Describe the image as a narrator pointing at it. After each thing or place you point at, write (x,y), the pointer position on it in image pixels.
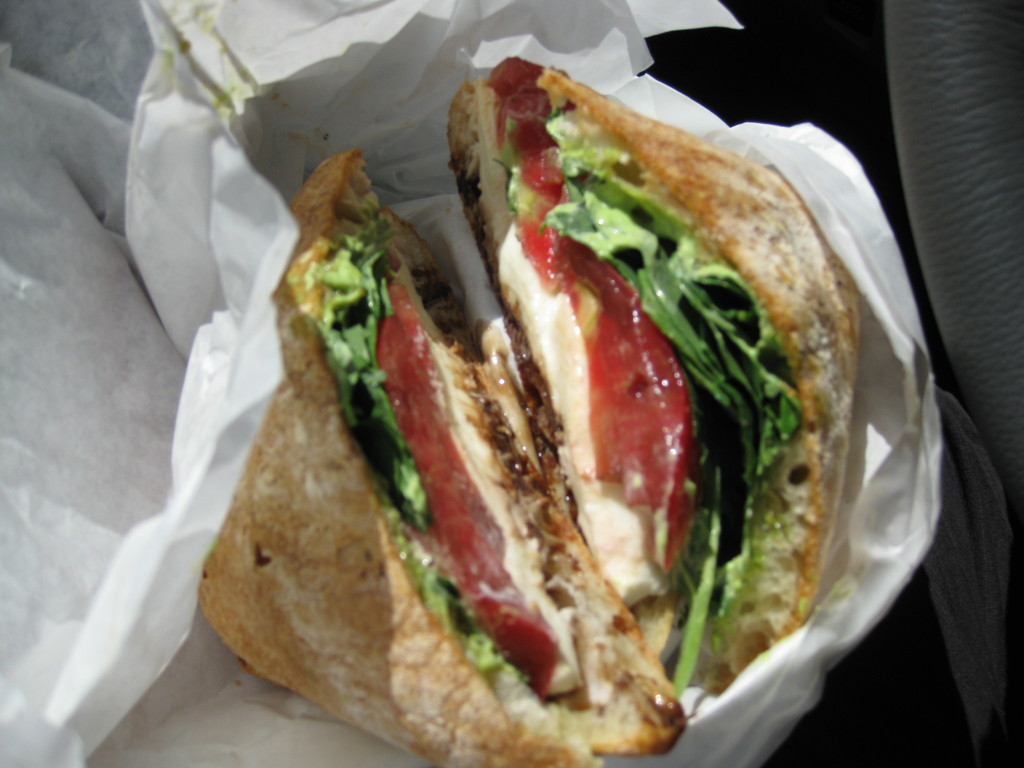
In the center of the picture (580,442) we can see a food item (624,138) seems to be a burger (654,439) wrapped in a paper (787,166) and we can see some other objects (944,328).
